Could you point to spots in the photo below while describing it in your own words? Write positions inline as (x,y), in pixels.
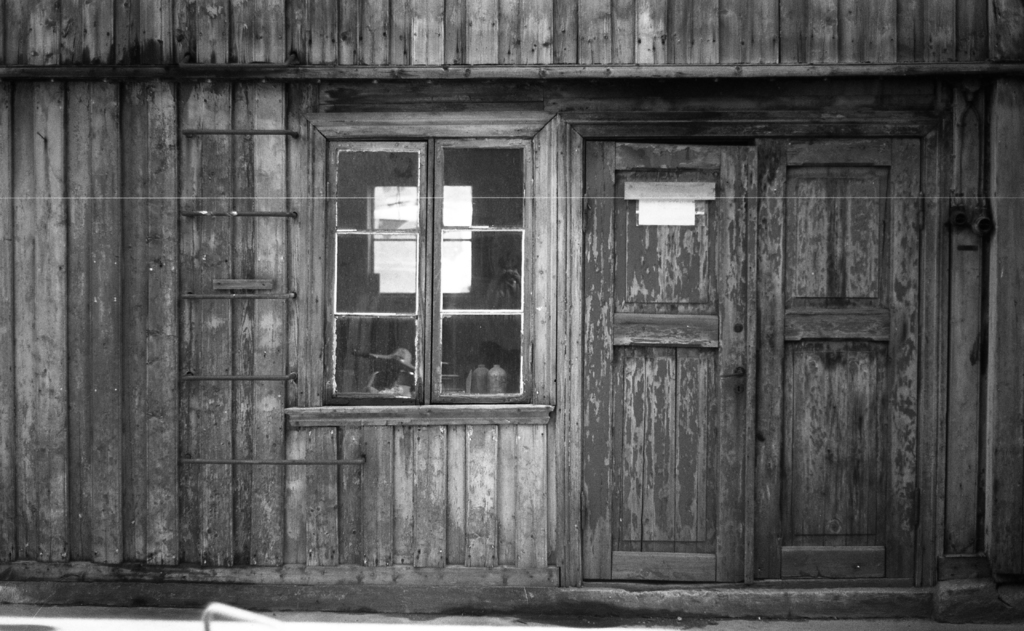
This is a black and white picture. It looks like a wooden house (769,383). In this picture we can see a ladder (236,231), reflection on the window glass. We can see a door (811,245) and few objects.
